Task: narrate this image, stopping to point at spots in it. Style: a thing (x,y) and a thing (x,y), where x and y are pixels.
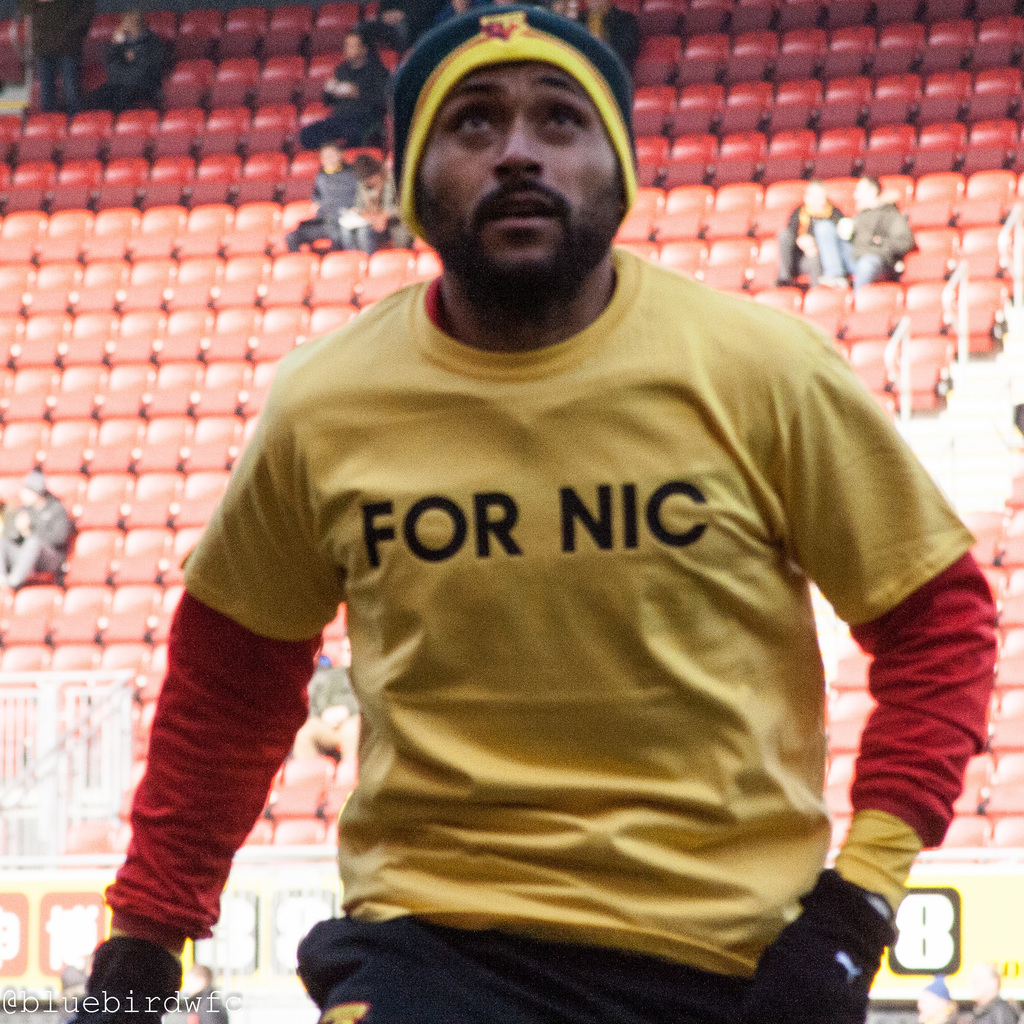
Front we can see a person (665,563). Background (274,237) it is blur. We can see chairs (239,346) and people (71,986). Few people (374,21) are sitting on chairs (136,486). Bottom of the image (144,1011) there is a watermark (139,994).
